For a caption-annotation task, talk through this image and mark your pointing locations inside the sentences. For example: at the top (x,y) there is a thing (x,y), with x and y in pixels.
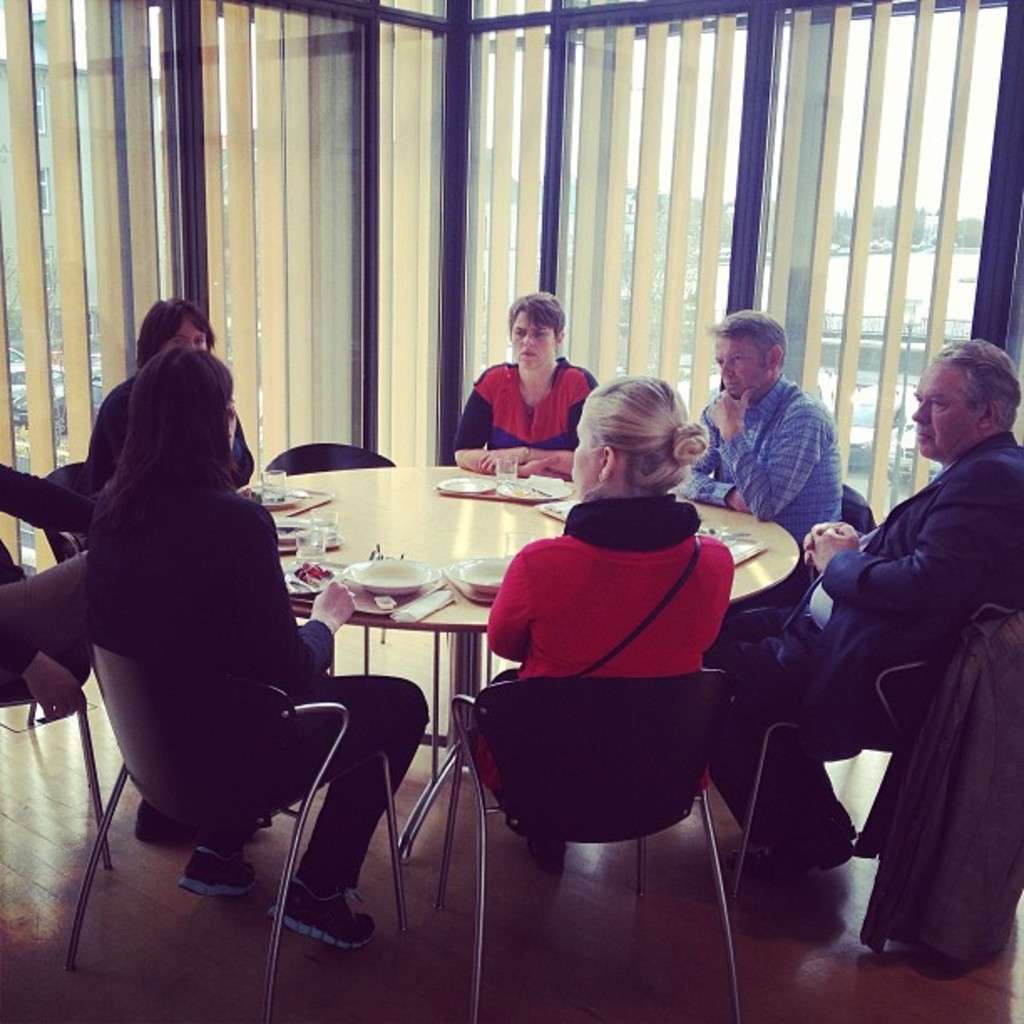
In this picture there are a group of people (191,595) sitting they have a table (410,540) in front of them and there is a plate (306,562), napkins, forks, spoons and in the background (346,230) is a window (690,199).
